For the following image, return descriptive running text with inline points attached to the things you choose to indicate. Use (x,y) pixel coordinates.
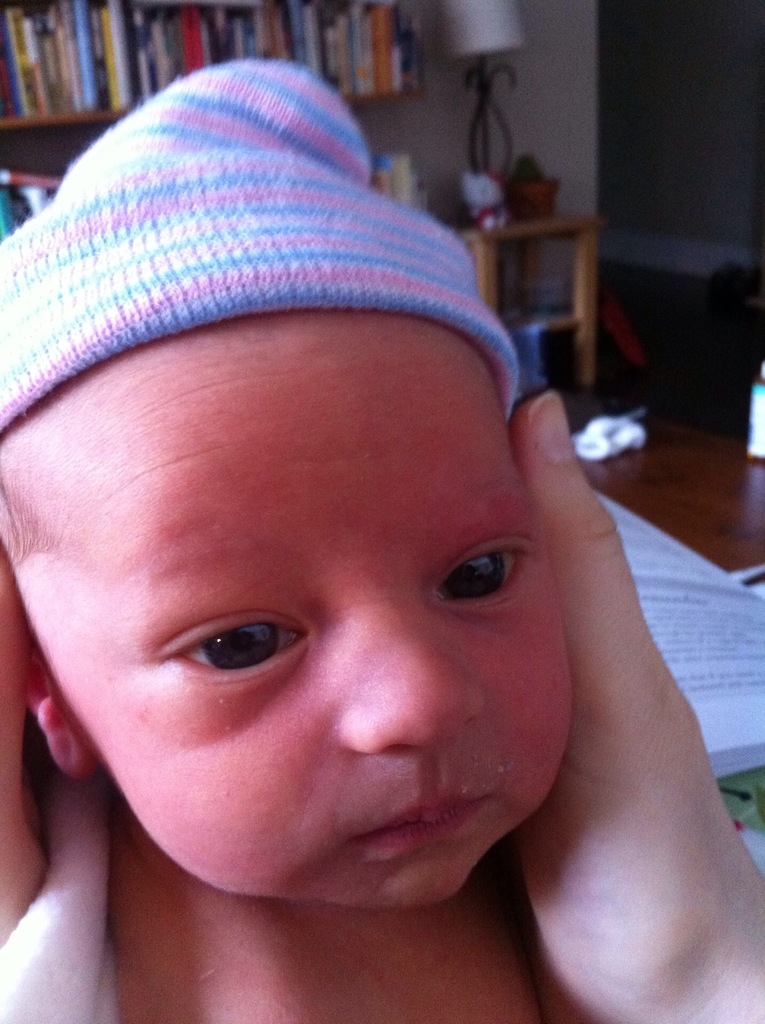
In this image in the foreground (313,484) there is one baby (500,600) and one person (576,691) is holding a baby (145,796), and in the background (653,575) there is a book (701,641), lamp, table (627,482), clothes (617,433). And on the left side (57,20) there is book rack (96,15), in the book rack (329,29) there are some books (7,79) and objects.
